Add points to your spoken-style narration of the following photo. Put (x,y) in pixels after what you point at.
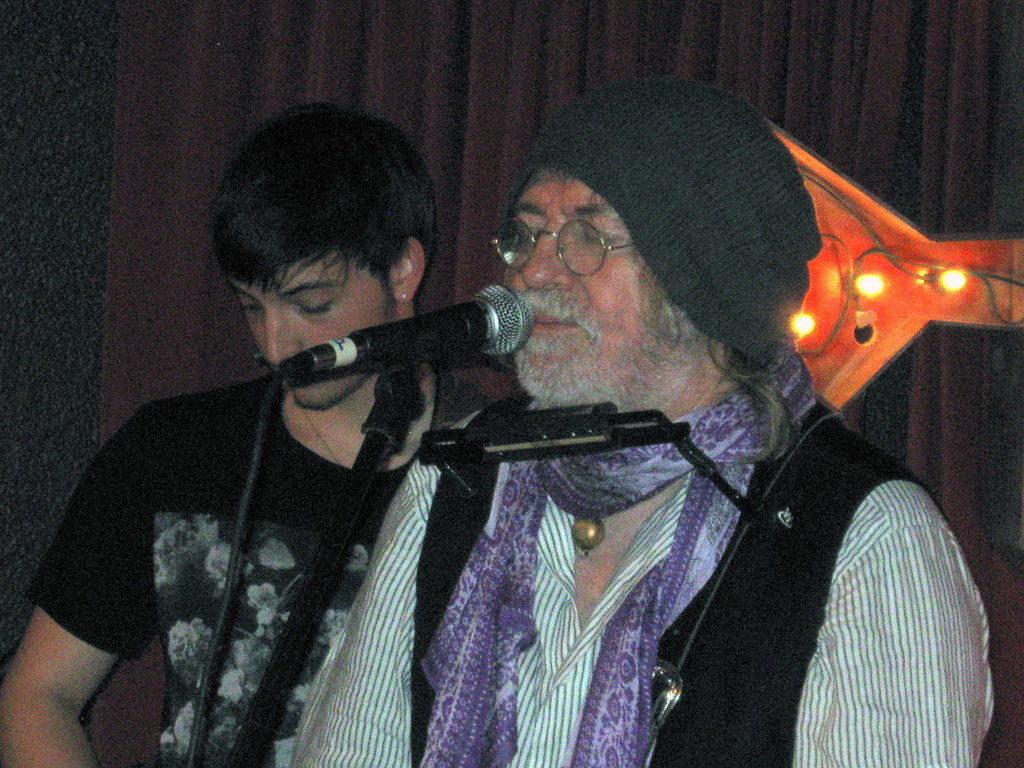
In this image on the right (714,378), there is a man (679,506), he wears a shirt (890,654), scarf (696,589), jacket (752,565), he is singing, in front of him there is a mic (397,358). On the left (274,444) there is a man (266,554), he wears a t shirt (259,618). In the background (513,102) there are lights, curtains (555,105).
